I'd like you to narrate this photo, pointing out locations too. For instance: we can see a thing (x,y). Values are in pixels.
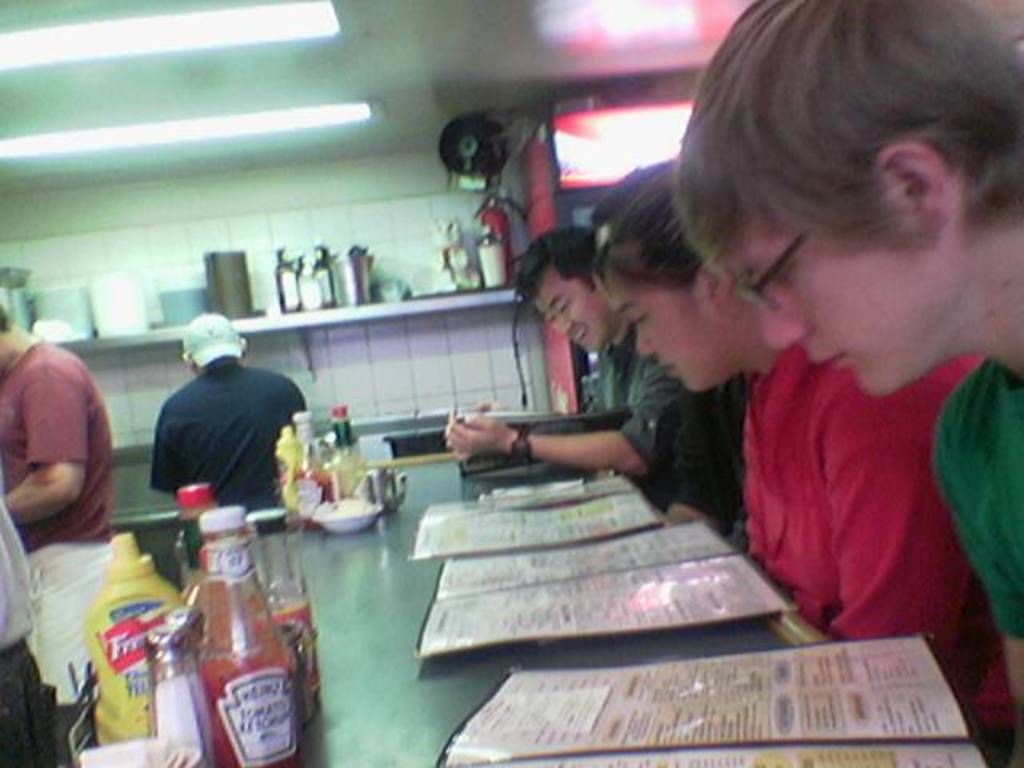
In this picture we can see a group of people (159,454) where some are standing, bottles (138,663), bowl (346,506), menu cards (536,527), lights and in the background (329,303) we can see some objects (200,305) on a shelf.
